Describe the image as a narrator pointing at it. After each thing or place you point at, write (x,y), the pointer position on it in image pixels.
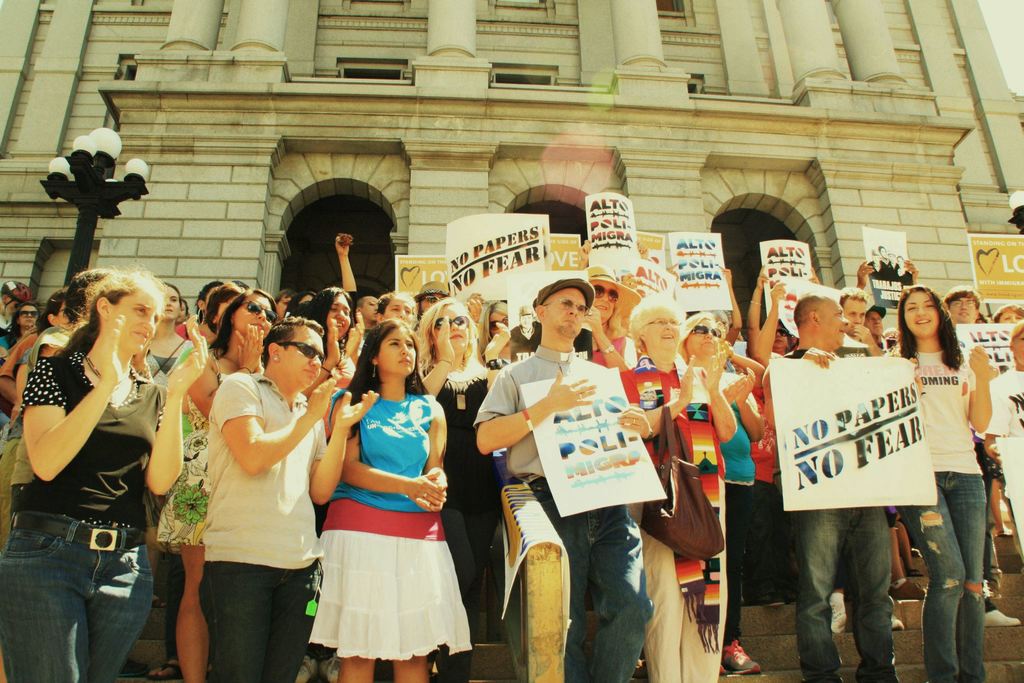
This picture describes about group of people (423,432), few people (541,407) holding placards (476,286), in the background (271,263) we can see few lights (85,196), a building (266,202) and a pole (77,178).
